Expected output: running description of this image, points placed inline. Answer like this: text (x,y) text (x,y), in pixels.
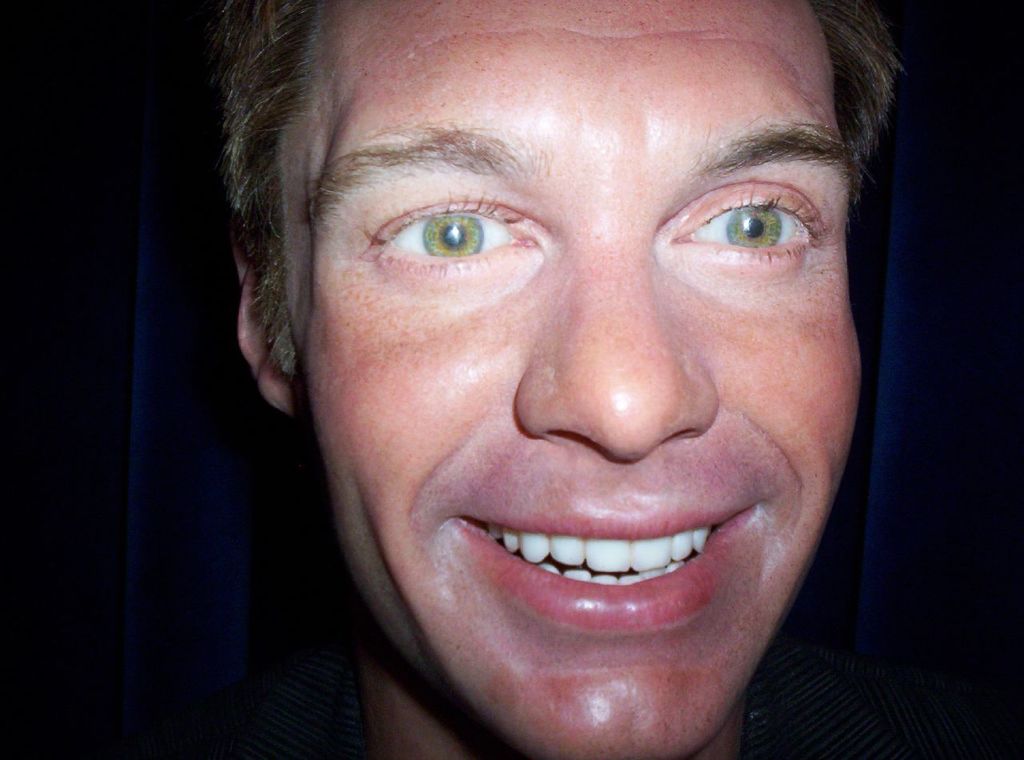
In this image, we can see a person face (475,454) on the dark background.
